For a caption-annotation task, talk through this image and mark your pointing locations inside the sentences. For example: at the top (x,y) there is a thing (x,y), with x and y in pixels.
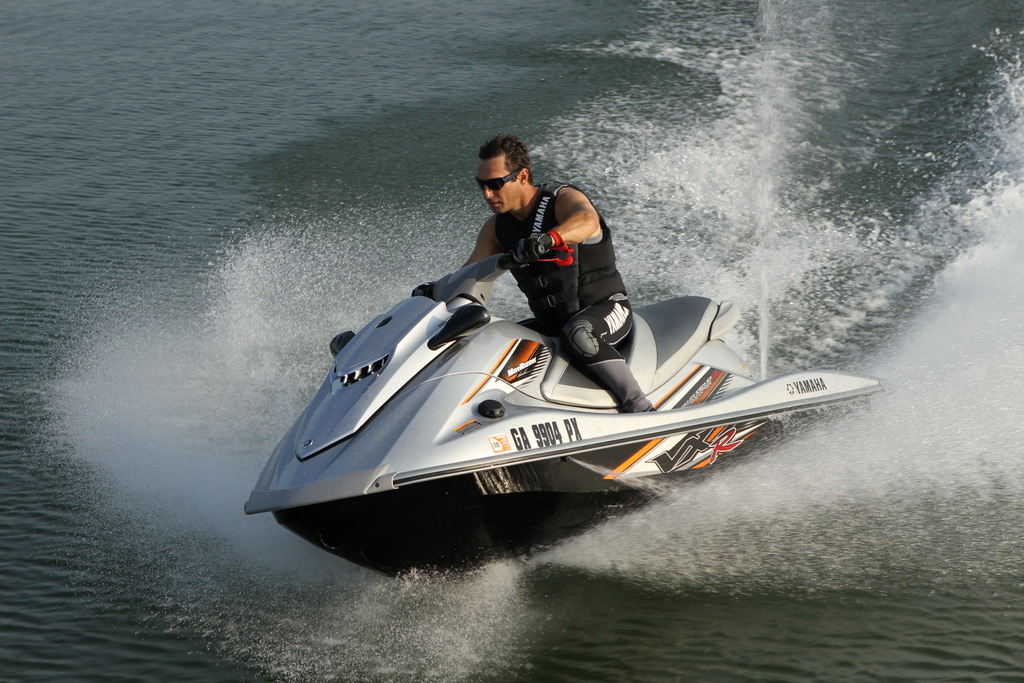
A man (588,334) is riding the speed boat (707,422), he wore black color dress (605,357). This is the water (479,640).
